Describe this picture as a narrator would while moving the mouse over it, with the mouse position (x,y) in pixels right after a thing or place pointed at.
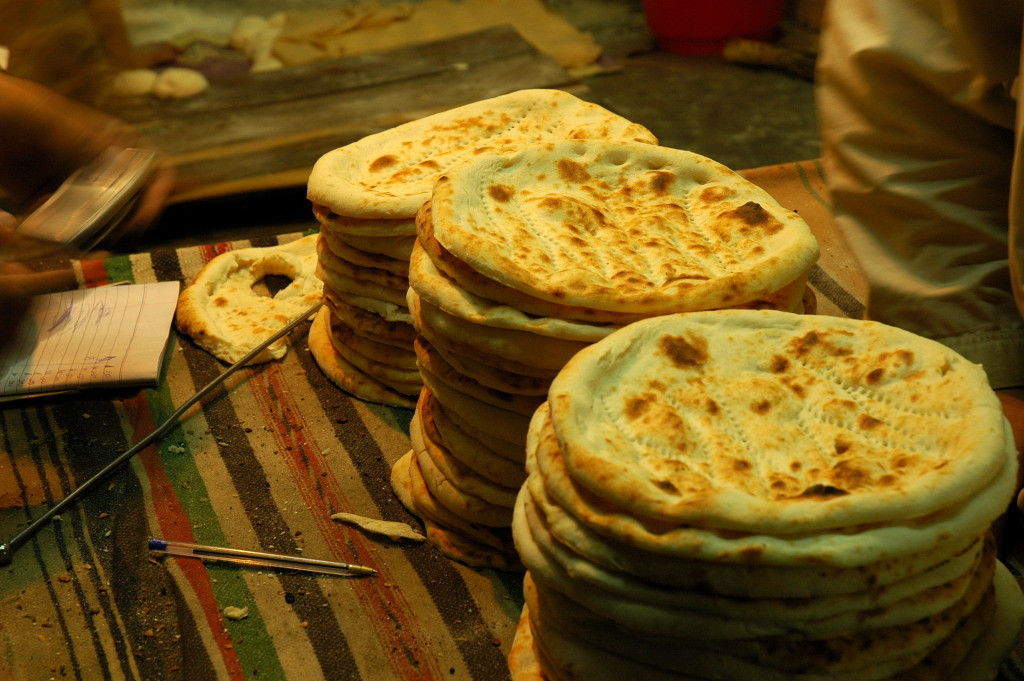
In this image we can see flatbreads (489,331) on a surface (399,456). Also there is a book (85,370), pen (259,560). In the background (222,113) it is blur. And we can see hand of a person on the left side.
